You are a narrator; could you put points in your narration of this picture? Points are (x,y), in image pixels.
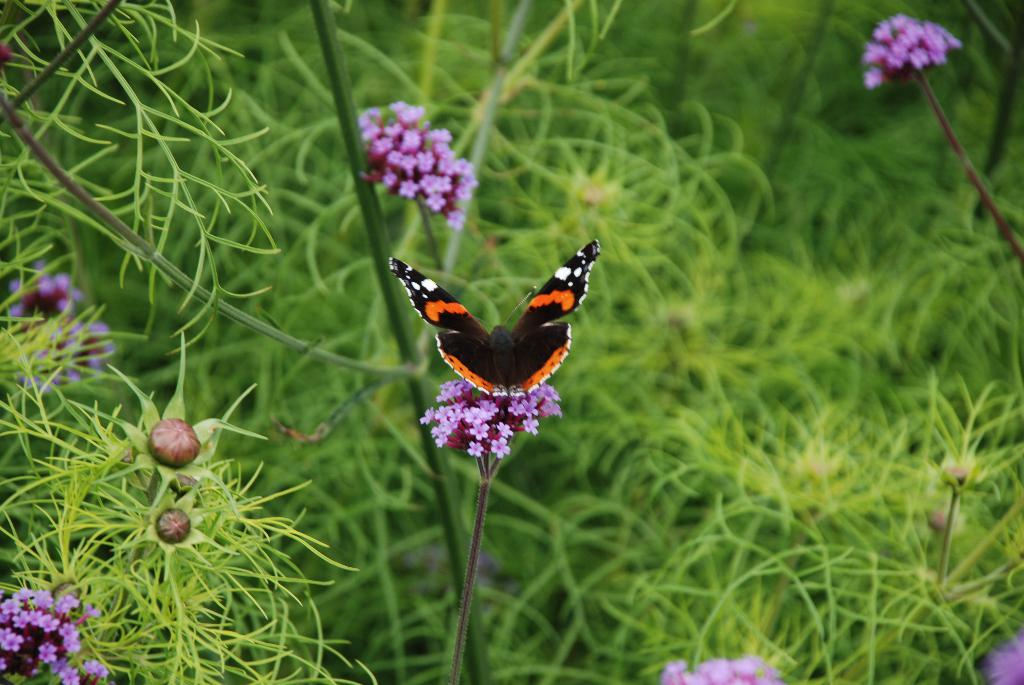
This picture shows plants (782,531) with flowers (419,181) and we see a butterfly (542,376). it is black and orange in color with few white dots (424,285).
